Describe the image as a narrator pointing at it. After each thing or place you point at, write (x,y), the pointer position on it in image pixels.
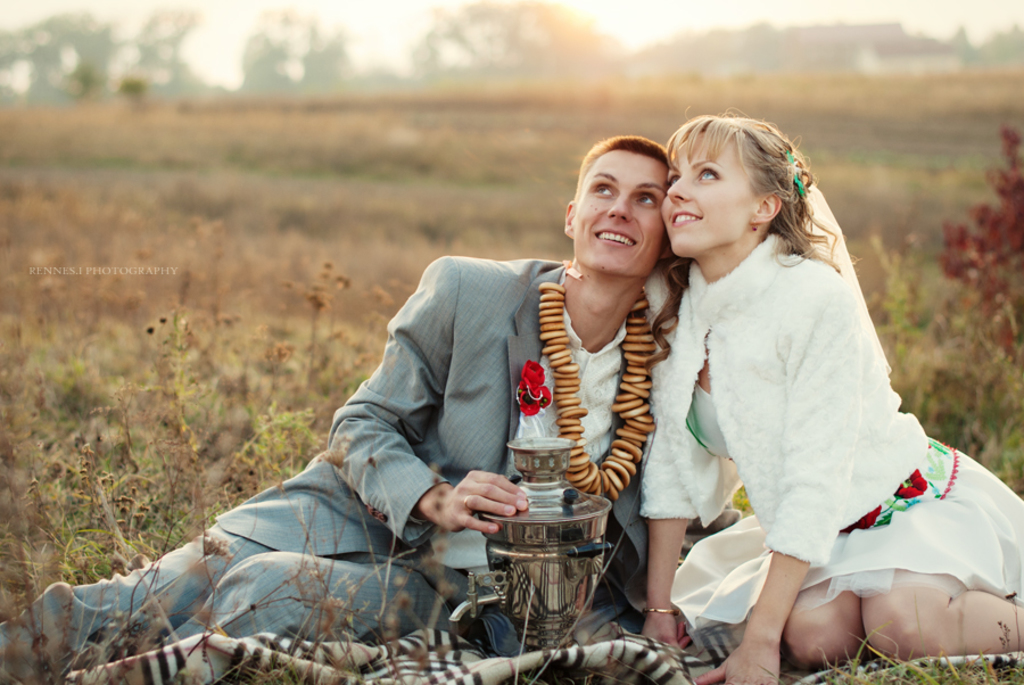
In the picture we can see two people (464,371) are sitting on the grass surface (955,667) and one is a man (431,385) and one woman (949,610) is in a white dress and they are smiling and looking up and behind them, we can see a grass surface (917,140) with plants (168,433) and far away from them we can see some trees (1,68) and a part of the sky (939,10) from it which is not clearly visible.
